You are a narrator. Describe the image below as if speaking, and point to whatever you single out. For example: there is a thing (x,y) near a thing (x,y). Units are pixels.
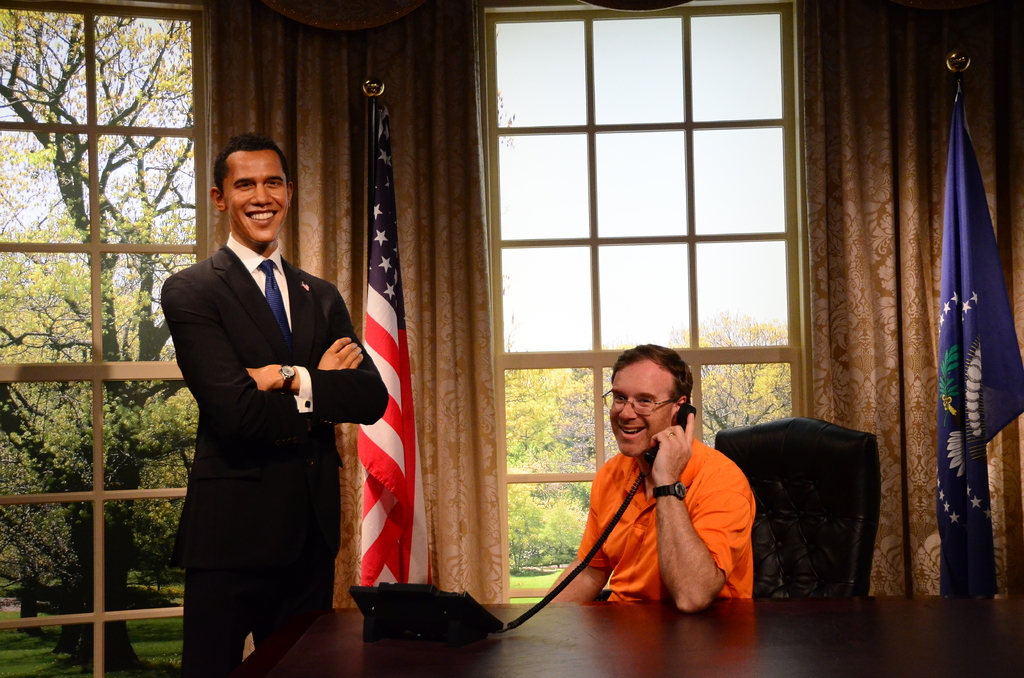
This picture shows a man (675,566) seated on the chair (754,517) and holding a telephone receiver (676,426) and we see a table (415,666) and couple of curtains (411,254) to the windows (59,43) and we see a statue of a man (219,278) and we see trees (110,412) from the glass windows (591,367) and we see a cloudy sky (681,271). This picture shows a man (613,384) wore spectacles (626,404) on his face (626,391) and he wore a orange color t-shirt (611,547).
